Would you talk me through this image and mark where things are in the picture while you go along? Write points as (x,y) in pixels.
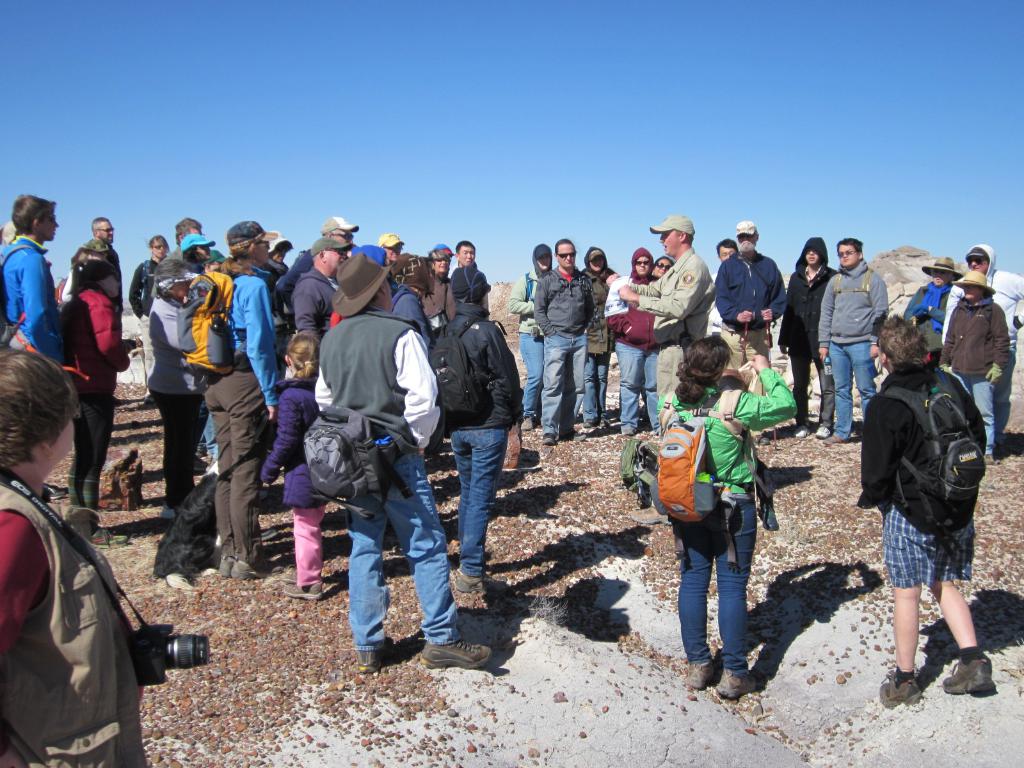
In this image I can see people (9,375) standing. Few people (221,445) are wearing caps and bags (946,478). There is sky (496,105) at the top (496,105).
